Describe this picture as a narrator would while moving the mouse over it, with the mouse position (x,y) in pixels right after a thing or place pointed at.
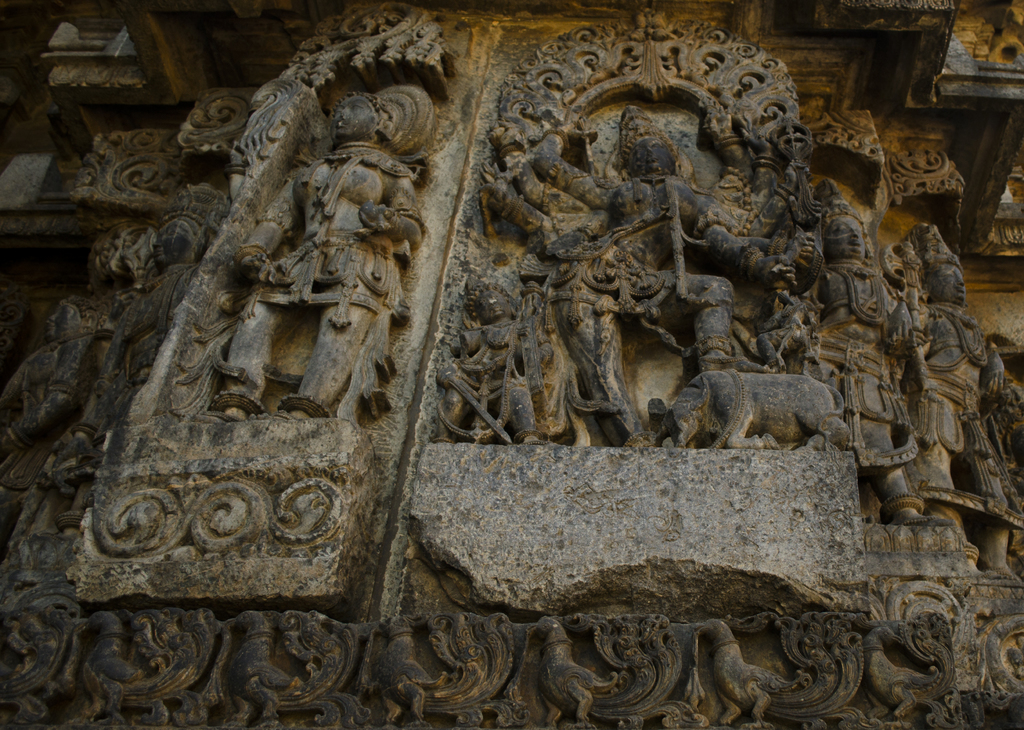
In this image I can see the sculptures (451,365) and carvings (238,659) on a rock (412,350).
